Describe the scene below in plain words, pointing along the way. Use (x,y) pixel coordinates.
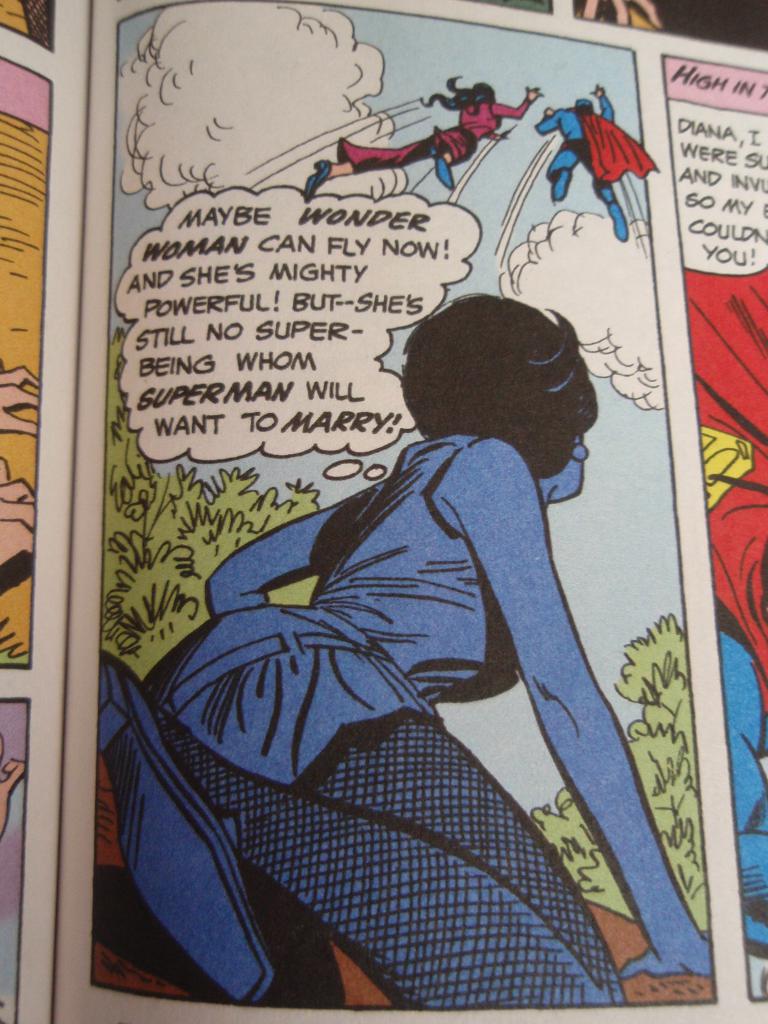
In this picture I can see comic book (522,486). I can see cartoon characters (356,517). I can see clouds (321,54) in the sky (359,28). I can see trees (234,489). I can see the texts (427,301).
